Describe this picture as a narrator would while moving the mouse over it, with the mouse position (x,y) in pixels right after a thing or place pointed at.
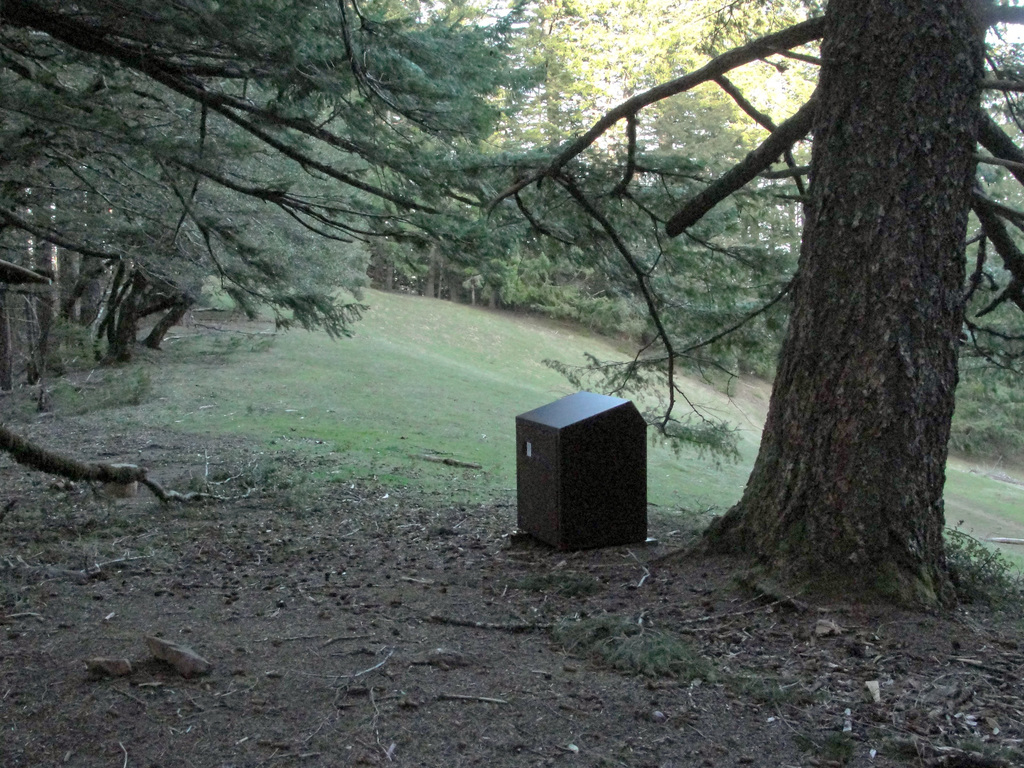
In this picture I can observe some trees (382,221). There is a box (551,493) on the ground (492,612), beside the tree (815,324). I can observe stones (120,668) on the left side (103,672).
